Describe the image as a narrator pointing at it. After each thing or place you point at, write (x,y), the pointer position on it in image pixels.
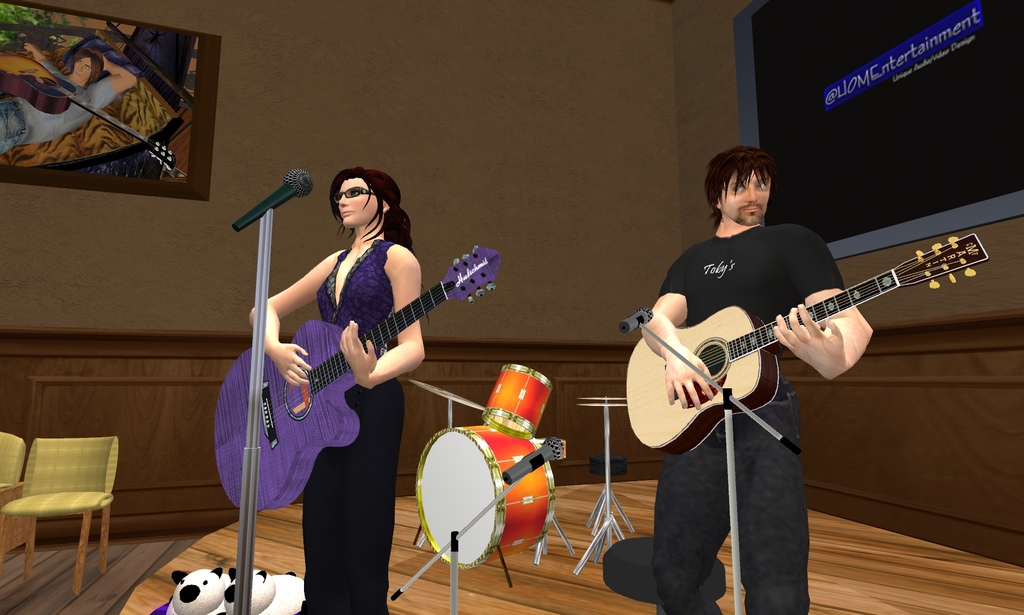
This is an animation, in this image there is one man (722,182) and one woman (334,305) standing and they are playing guitar (381,329), in front of them there are mikes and in the background (445,415) there are drums (506,426), wall (541,430), chairs (33,546), and photo frames (62,89) and screen (749,61). At the bottom (274,611) there is floor (258,549) and there are two toys (186,603).
